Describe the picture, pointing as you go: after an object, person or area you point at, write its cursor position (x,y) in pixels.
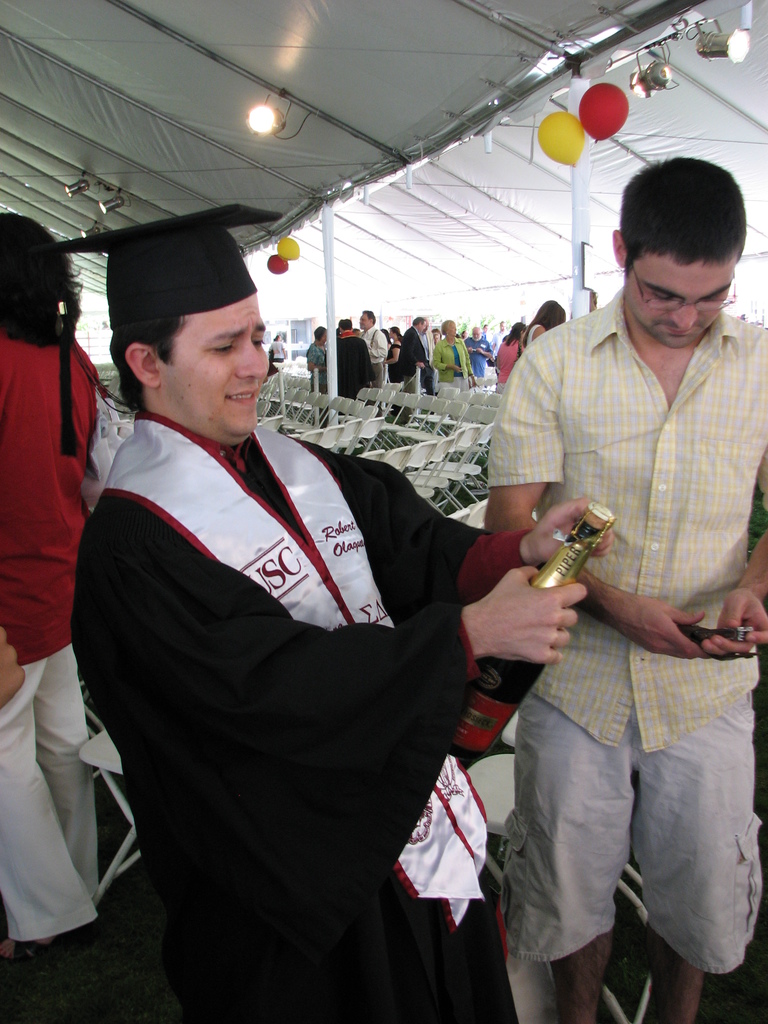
There is a group of people (487,639). They are standing. In the center (371,506) we have a person (380,669). He is wearing a cap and holding a bottle (560,573). On the right side (624,559) we have a another person (648,562). He is wearing a spectacle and mobile (723,635). We can see in background (421,243) roof (442,233), pillar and balloons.
